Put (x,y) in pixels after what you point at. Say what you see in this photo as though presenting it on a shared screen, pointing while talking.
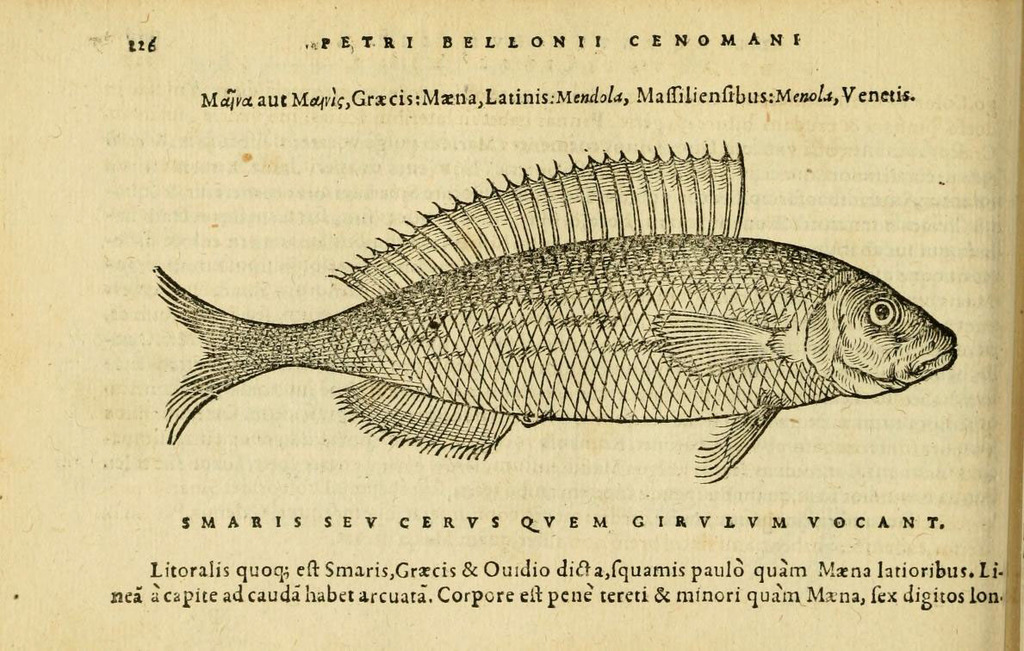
In this image I see the light brown color paper (63,94) on which there is a diagram (588,280) of a fish (591,339) and I see few words (609,91) written and I see the numbers (143,40) over here.
